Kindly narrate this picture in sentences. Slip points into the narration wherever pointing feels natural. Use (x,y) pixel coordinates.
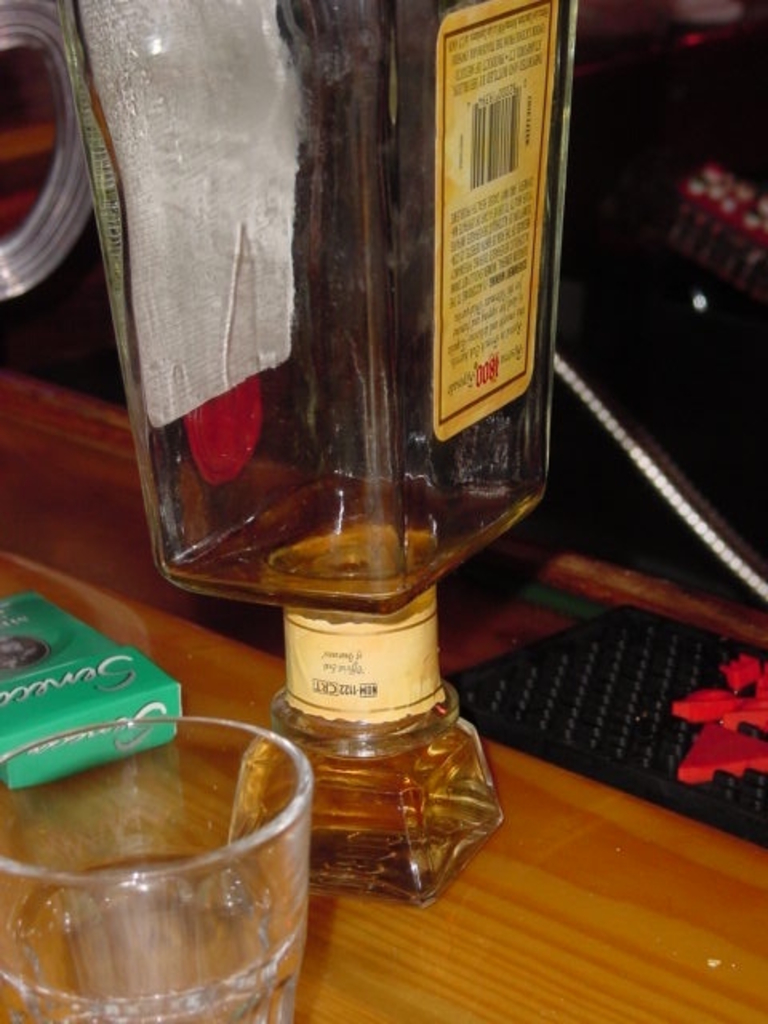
Here I can see a bottle (430,635), glass (202,848) and some other objects (74,686) placed on a wooden plank (583,944). In the background (693,82) there are few objects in the dark.
